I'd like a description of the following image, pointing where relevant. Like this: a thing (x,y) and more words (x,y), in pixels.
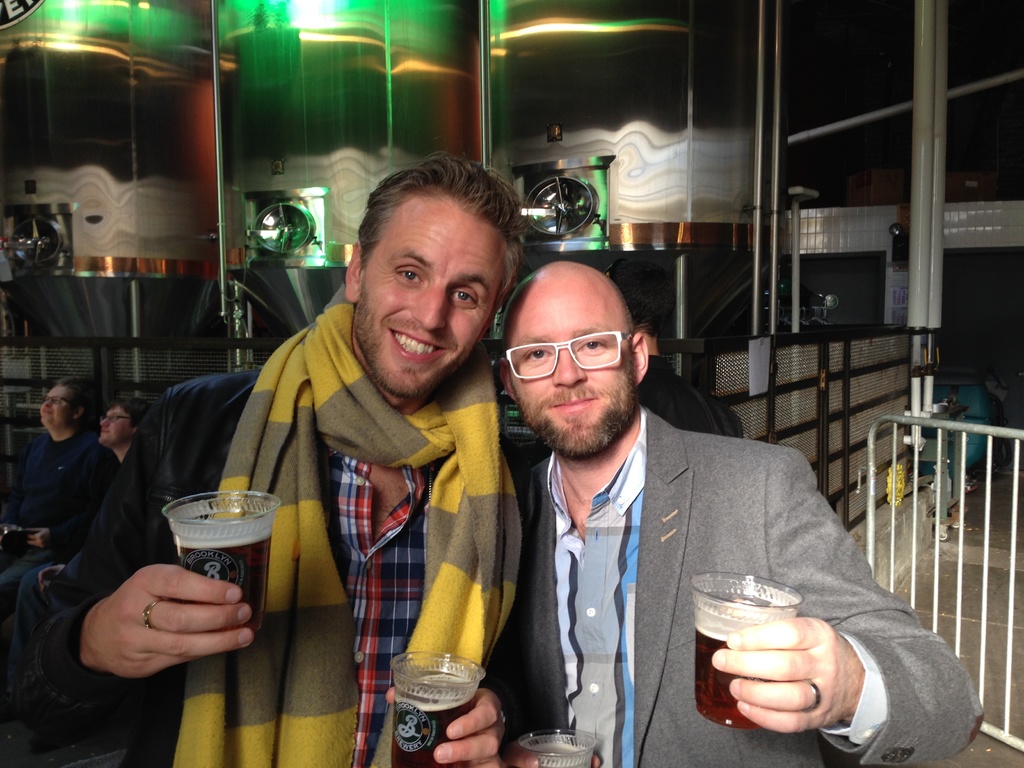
In this Image I see 2 men (504,187) in front (166,433) and both of them are holding the cups (397,764) in their hands (128,585) and they are smiling. In the background (5,373) I see 2 persons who are sitting over here and I see the fence (14,364).
